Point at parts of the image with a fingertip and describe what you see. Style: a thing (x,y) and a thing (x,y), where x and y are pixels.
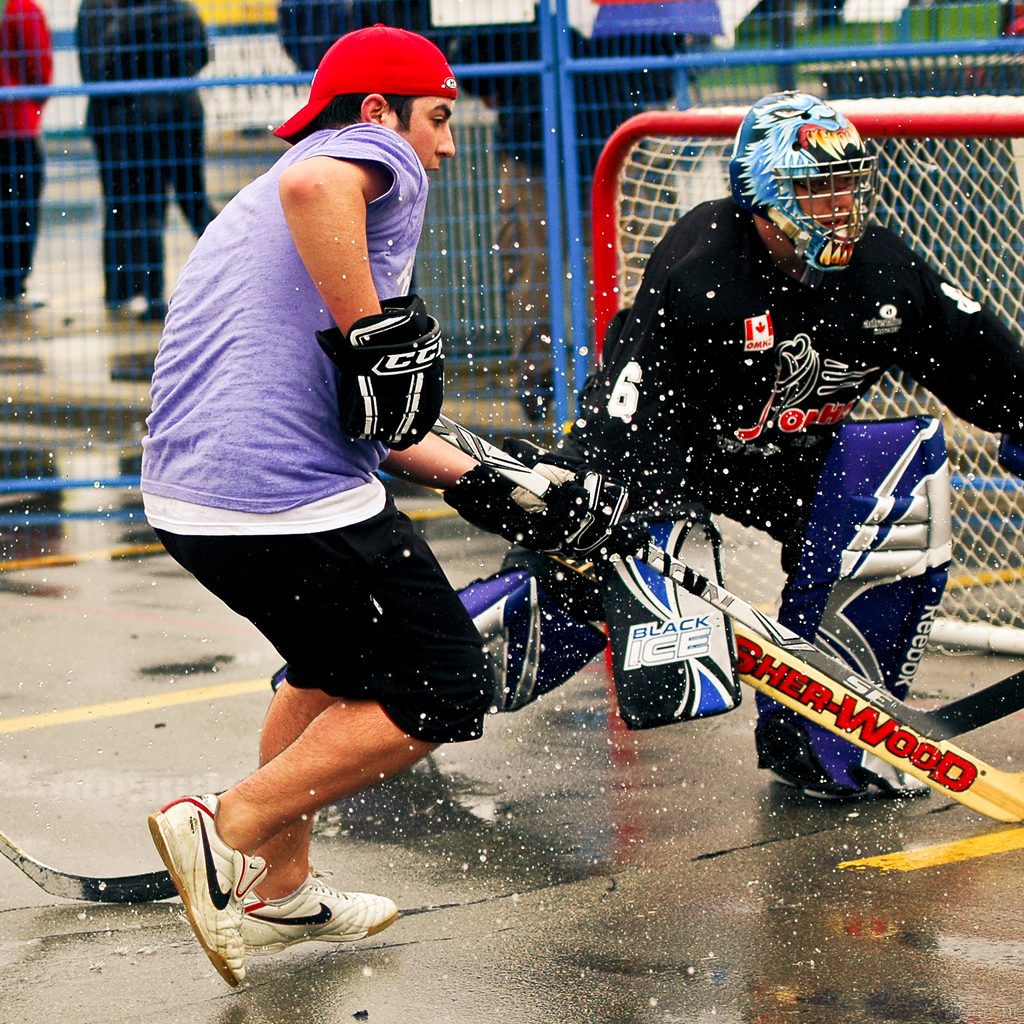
In this image, we can see two people (544,632) are playing on the road (668,934). They are holding sticks (638,541). Background (74,232) we can see mesh (891,73), rods (901,50). Here we can see few people (513,147).
